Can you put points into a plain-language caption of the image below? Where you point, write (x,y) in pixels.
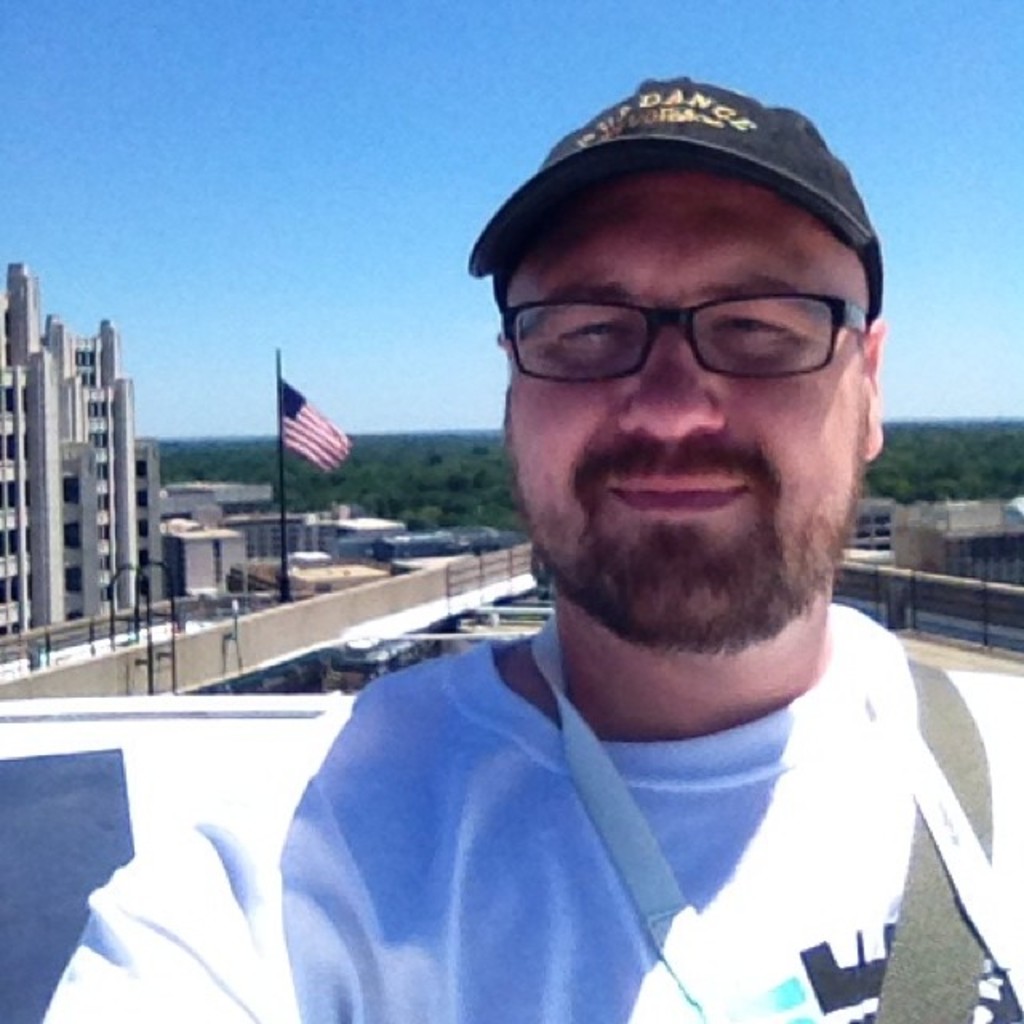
In this picture we can see a person (560,796), he is wearing a cap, spectacles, at the back of him we can see a flag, buildings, trees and some objects (313,697) and we can see sky (393,412) in the background (461,301).
